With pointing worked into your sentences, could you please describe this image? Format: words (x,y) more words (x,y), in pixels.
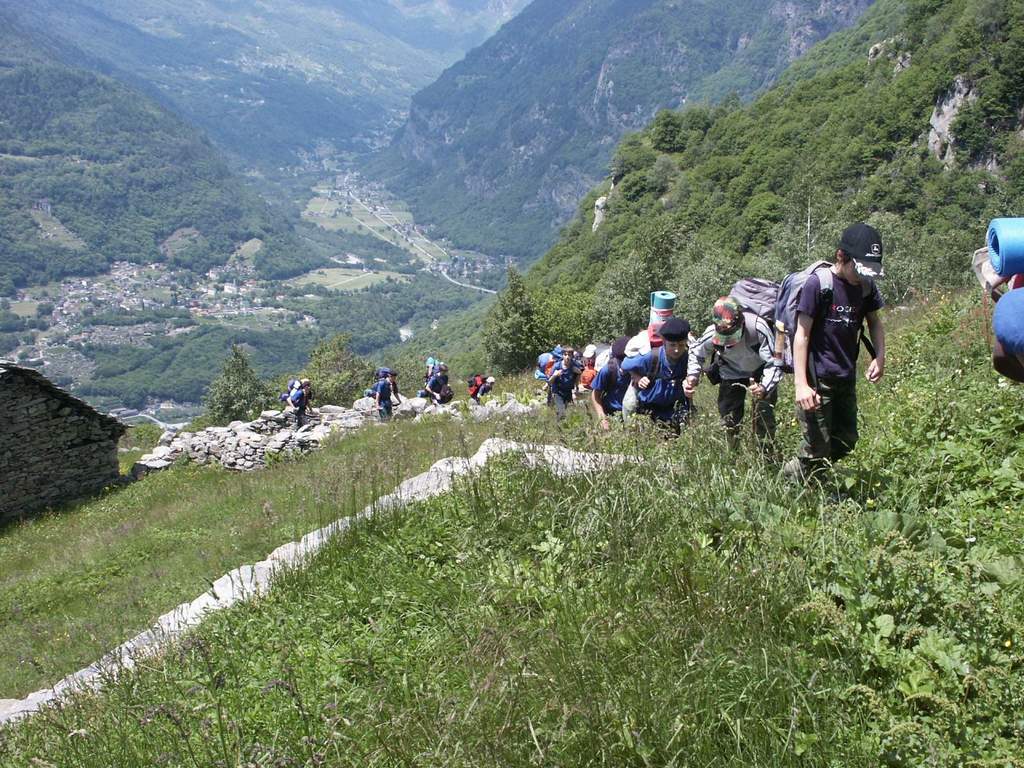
In this picture we can see a group of people (555,367) walking on the path (591,396) and behind the people (449,394) there are trees (330,392) and hills (651,21).
